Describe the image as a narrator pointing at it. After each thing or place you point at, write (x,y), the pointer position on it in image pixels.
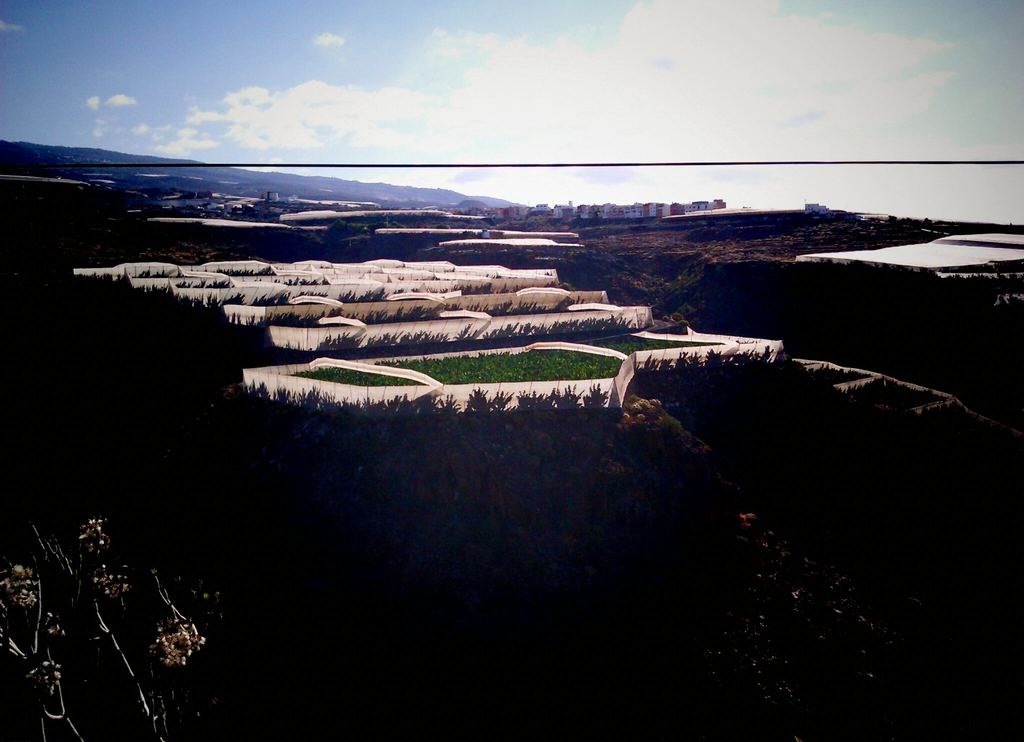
In this image we can see fields (433,373) and there are trees (611,402). In the background (682,256) there are buildings (721,201), hills (375,190) and sky (408,58).
